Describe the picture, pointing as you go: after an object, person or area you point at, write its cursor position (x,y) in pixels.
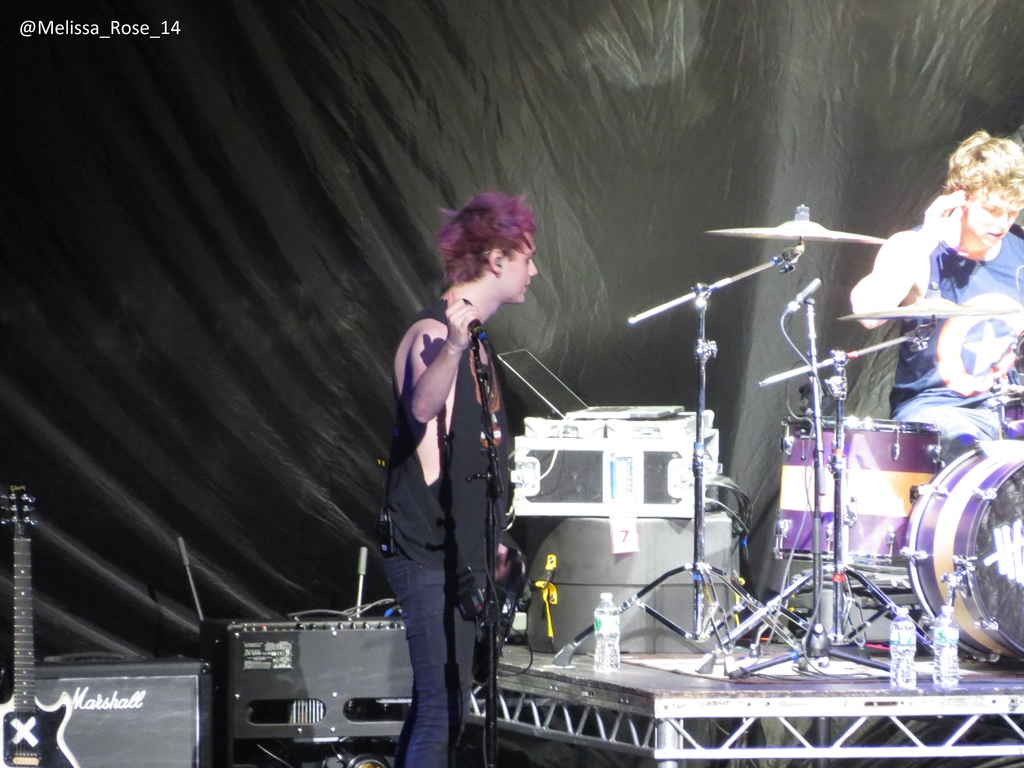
In the image we can see there is a person (493,355) standing and other person (958,347) is sitting near the drumset (847,510). There are water bottles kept on the stage (917,692) and there are other musical instruments (161,693) kept on the stage (935,699).
